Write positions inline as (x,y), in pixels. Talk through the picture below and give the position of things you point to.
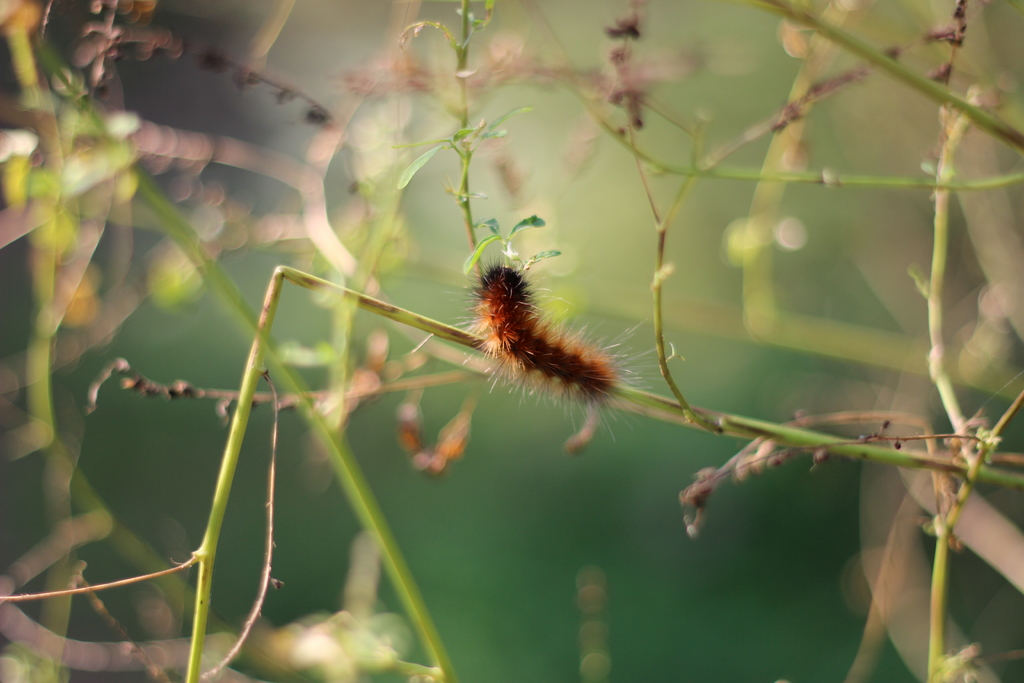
In the center of the image (529,362) there is a insect (572,353) on the plant stem (400,316). The background of the image (372,236) is blur.
